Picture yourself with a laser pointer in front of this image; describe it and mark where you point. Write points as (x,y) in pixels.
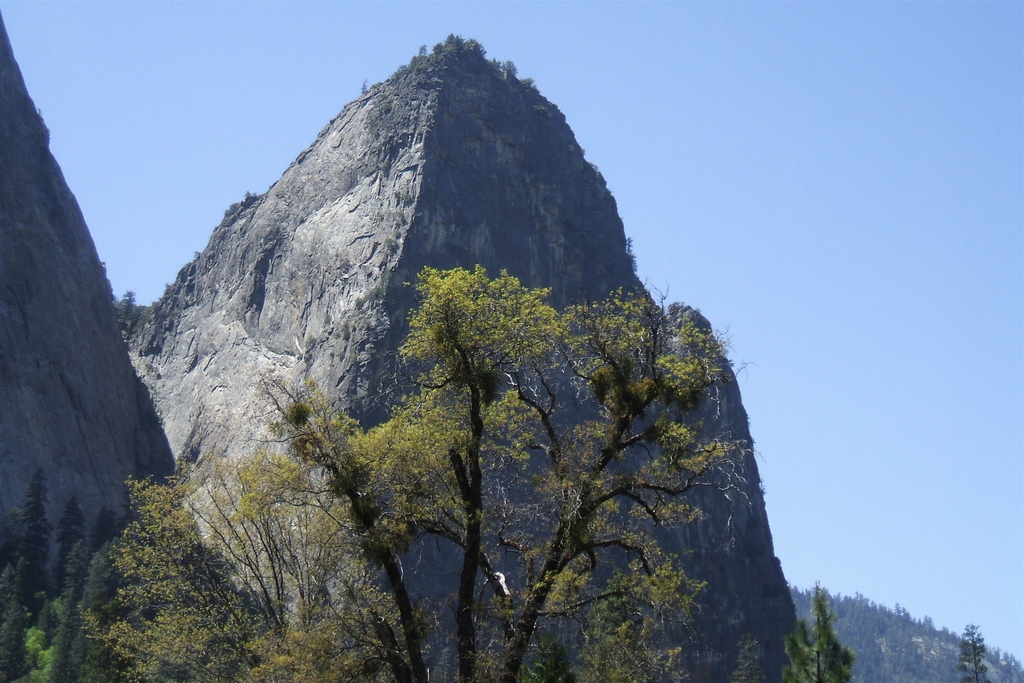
In this image I can see many trees (541,581). In the background (251,281) I can see the mountains (508,260) and the blue sky (714,221).
